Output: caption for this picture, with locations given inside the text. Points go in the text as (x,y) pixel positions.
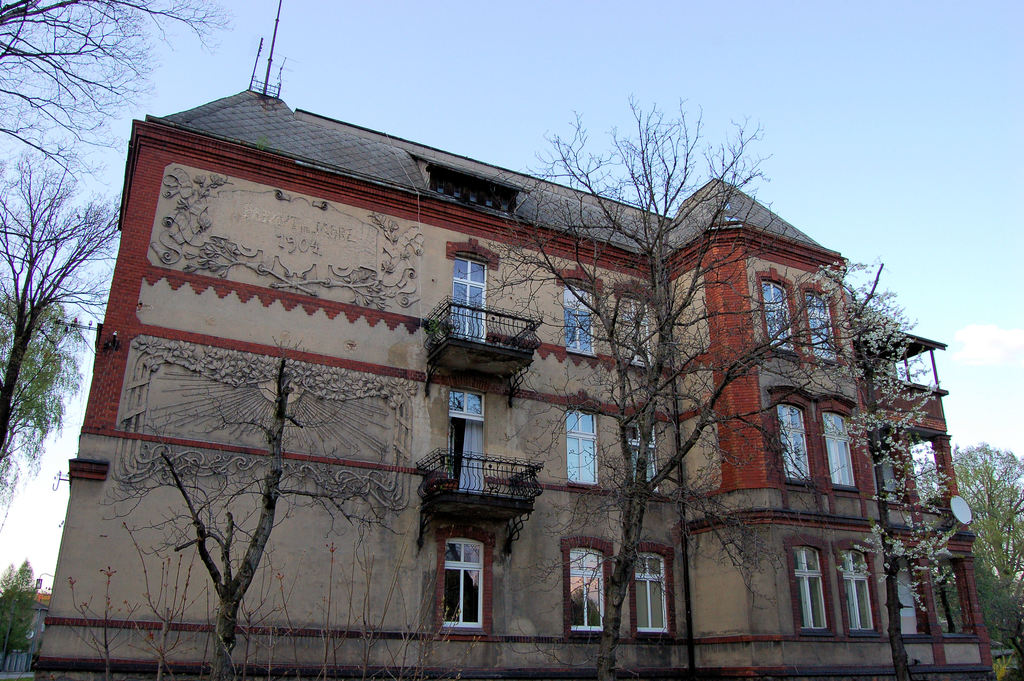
In the center of the image (410,407) we can see a building (428,434), windows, balconies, roof (648,227) and carving (250,363) on the wall (239,406). In the background of the image (36,402) we can see the trees (11,481). On the right side of the image (950,505) we can see a satellite dish (963,512). At the top of the image (492,108) we can see the sky (796,88).
